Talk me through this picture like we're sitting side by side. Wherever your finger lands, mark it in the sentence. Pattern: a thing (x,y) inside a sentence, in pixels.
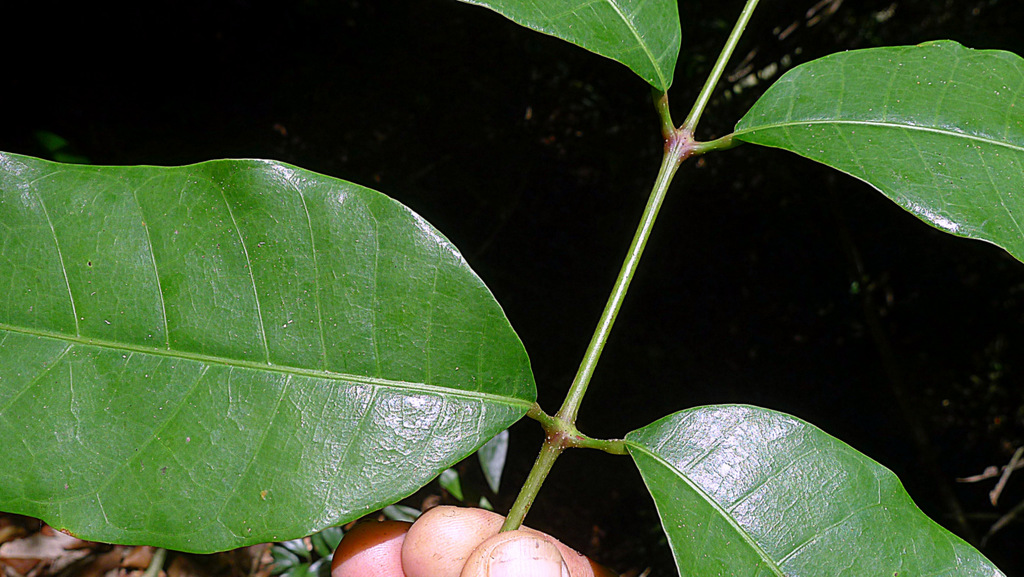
In the foreground of this image (133,382), there is a person's hand (479,555) holding a stem (553,436) to which there are leaves (797,484) and the background (462,108) image is dark.
